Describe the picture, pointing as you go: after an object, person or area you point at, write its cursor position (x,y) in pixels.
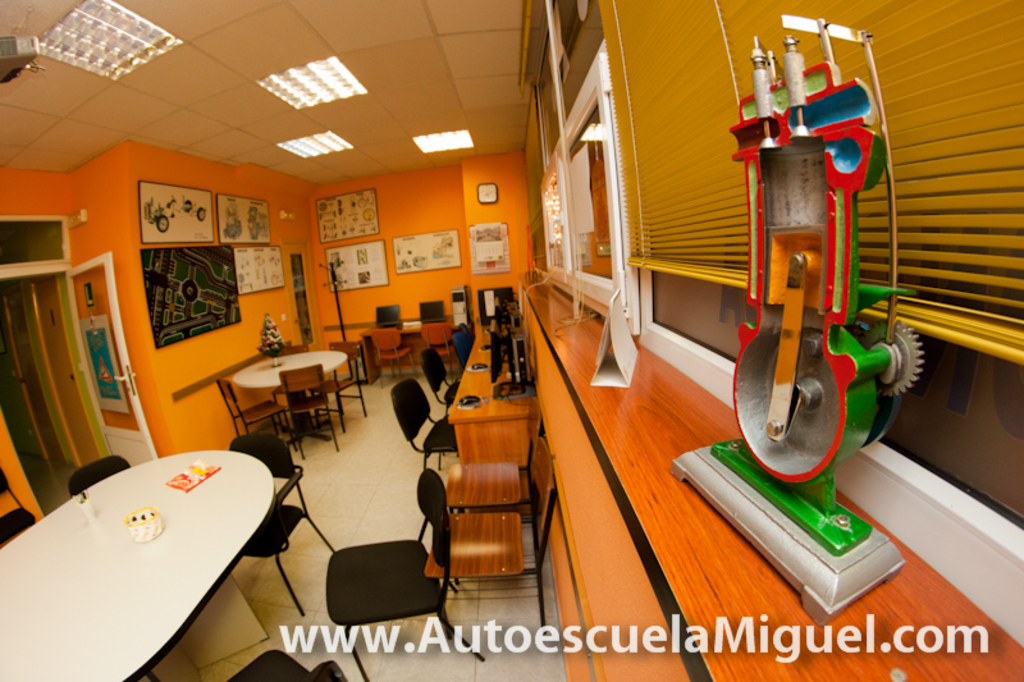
In this picture we can see closed room (313,300), we can see some tables (169,467), chairs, windows (548,223) to the wall (325,295) and some objects (779,404) are placed on the table (81,547).
